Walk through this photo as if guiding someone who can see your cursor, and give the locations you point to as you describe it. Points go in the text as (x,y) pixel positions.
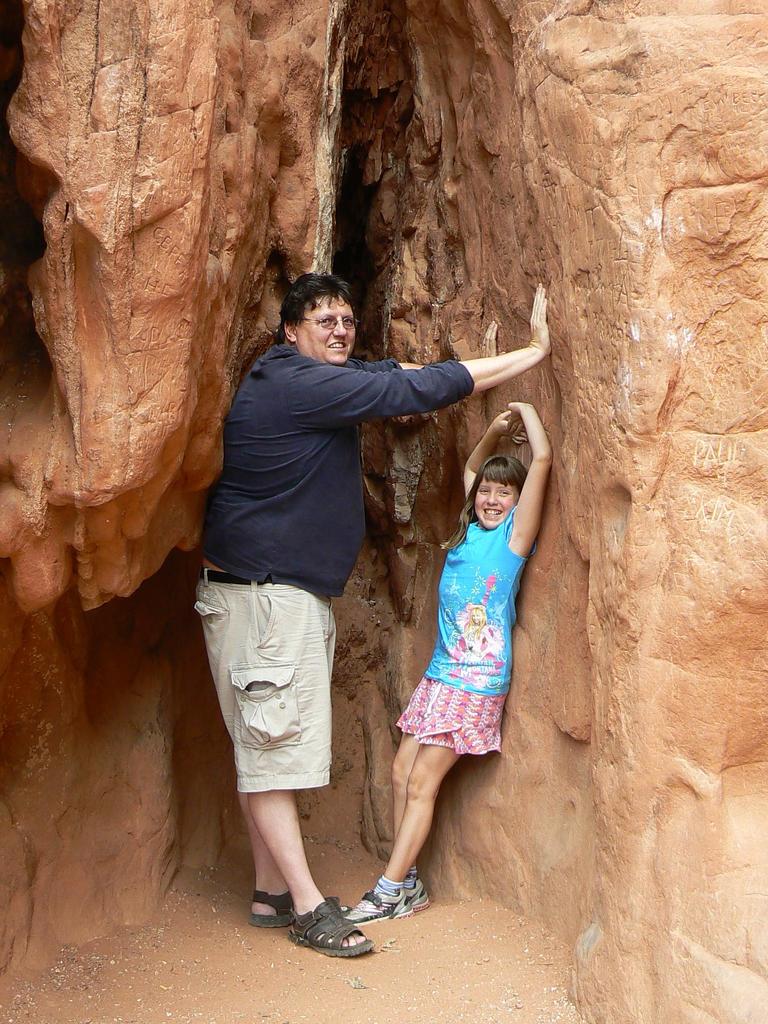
In this image we can see a man (335,473) and a girl (430,780) standing and smiling in between the rocks (308,4). At the bottom (287,975) we can see the sand (259,975).
